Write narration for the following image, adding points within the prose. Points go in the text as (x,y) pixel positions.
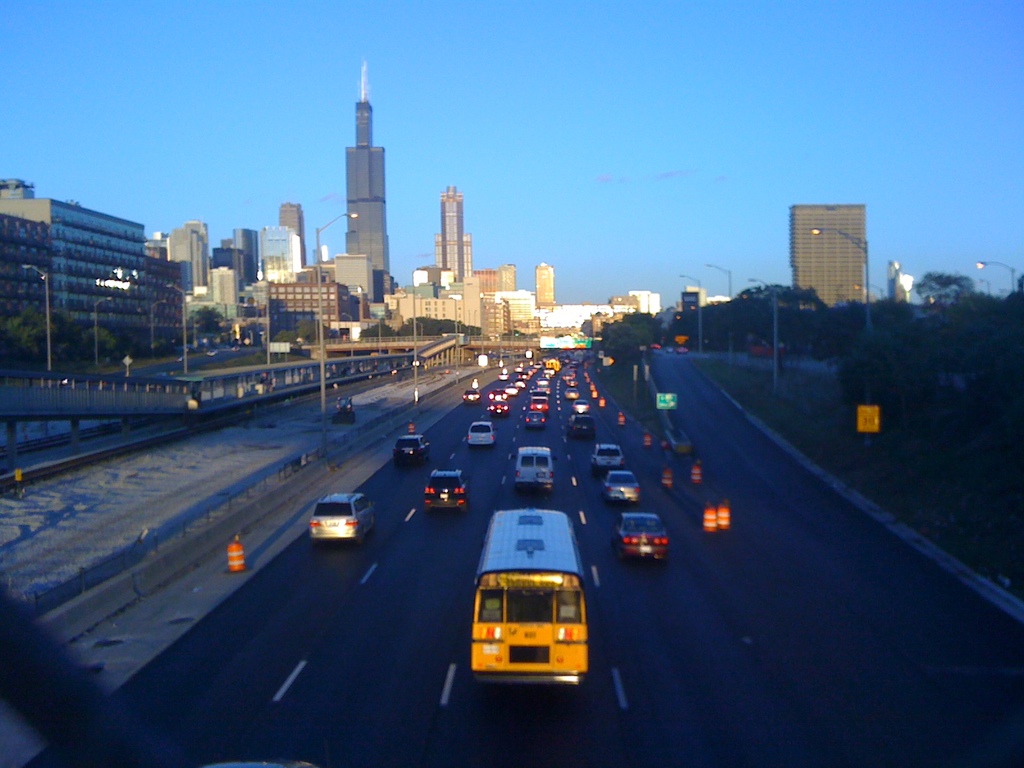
In this image there are so many vehicles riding on the road (669,528), beside the road (683,572) there are so many building (374,233) on the left (271,265) and at the right (861,349) there are so many trees (889,342).
